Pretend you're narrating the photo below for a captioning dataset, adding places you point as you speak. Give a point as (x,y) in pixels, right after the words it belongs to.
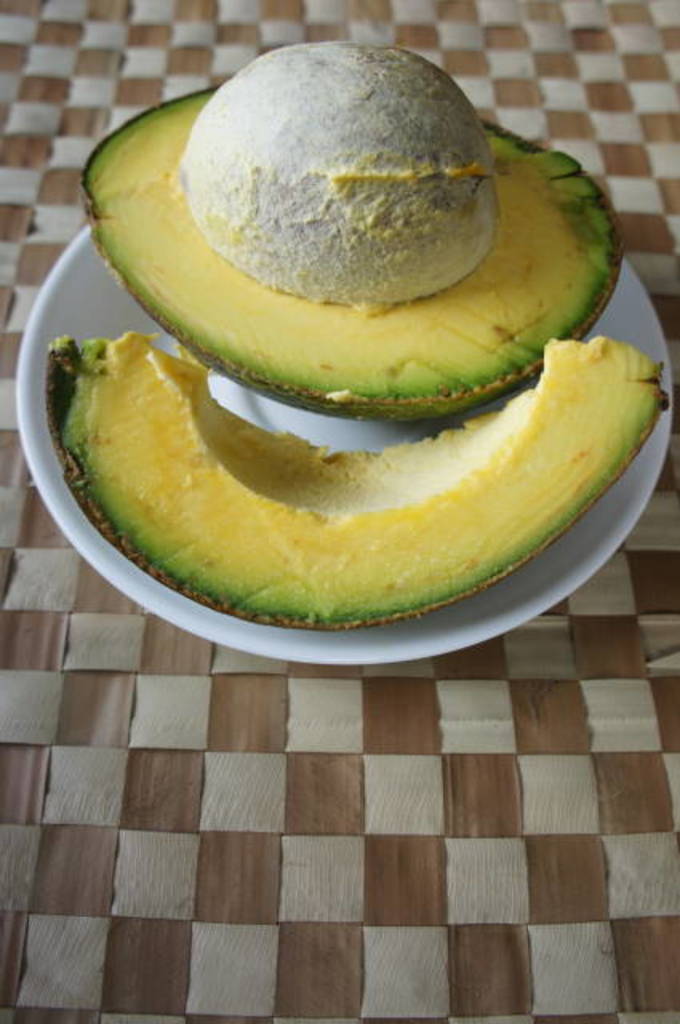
This image consist of food (328,412) which is on the plate (495,600), which is white in colour.
